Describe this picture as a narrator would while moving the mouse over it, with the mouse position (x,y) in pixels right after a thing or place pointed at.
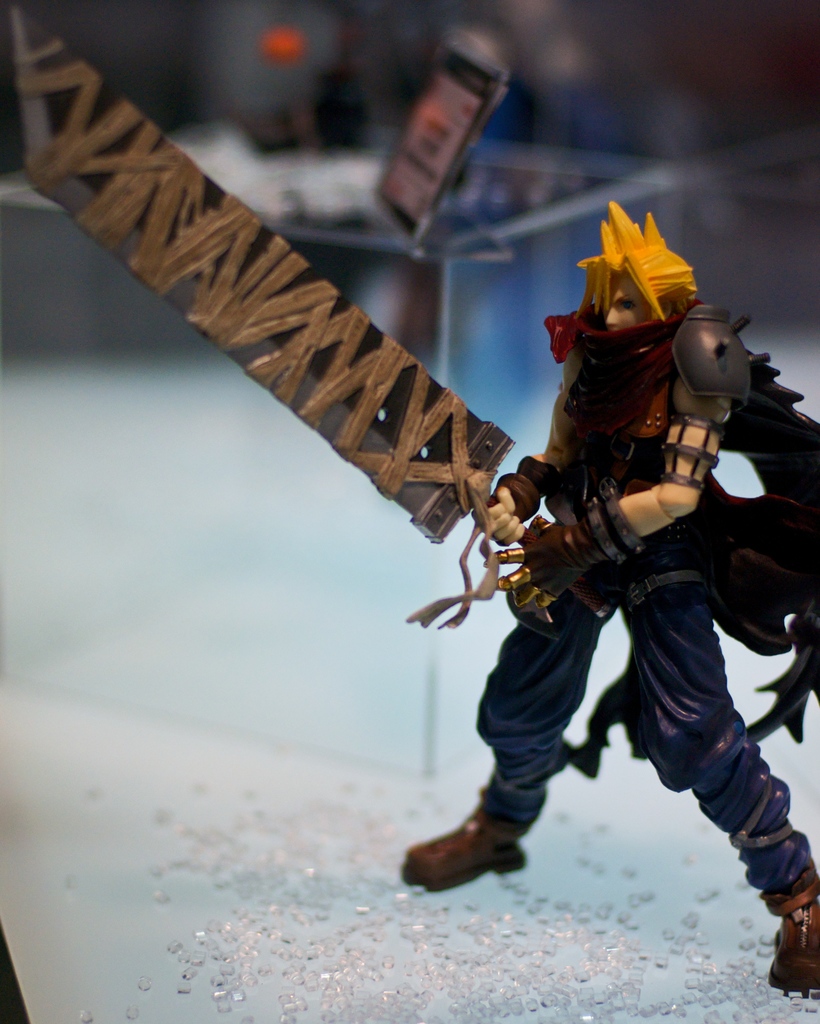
In this image we can see a toy (613,461) and some crystals (443,955) on the surface (201,993). On the backside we can see an object (432,87) on a glass container (31,236).
